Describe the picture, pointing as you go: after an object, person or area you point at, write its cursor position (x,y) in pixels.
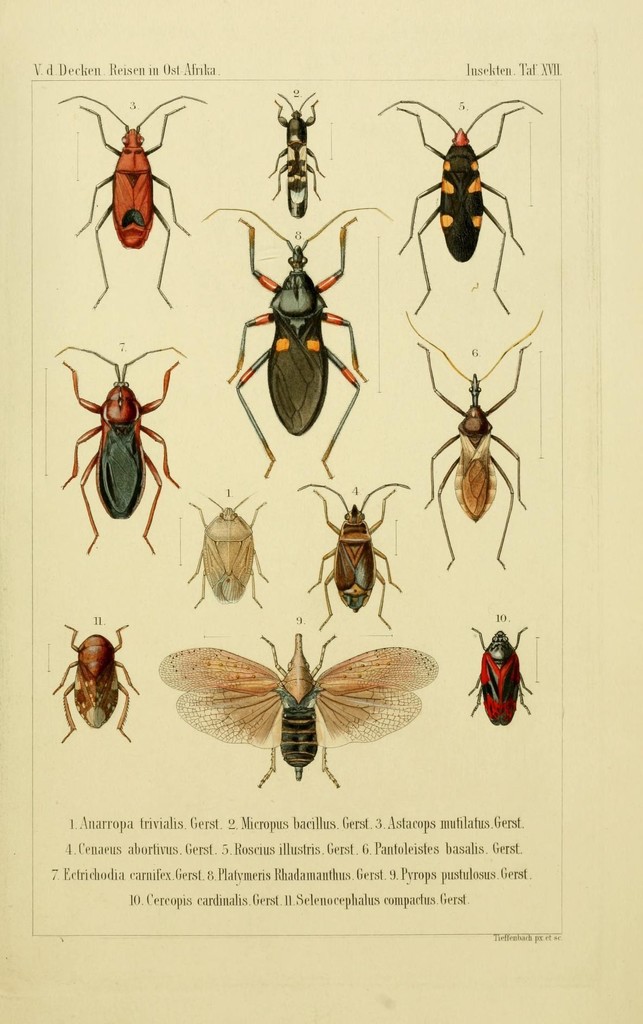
It is a poster. In this image there are depictions (303,310) of insects (97,650) and there is text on the image.
